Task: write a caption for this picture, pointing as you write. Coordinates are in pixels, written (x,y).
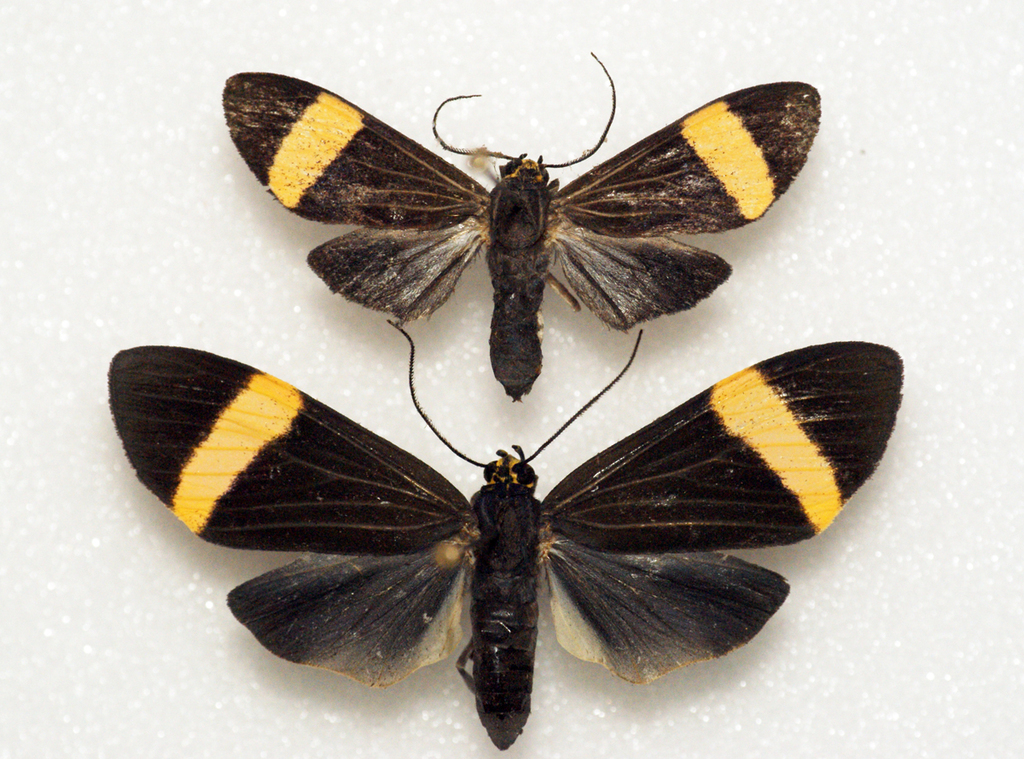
There are two black and yellow color butterflies (621,488) on a white surface (869,339).
